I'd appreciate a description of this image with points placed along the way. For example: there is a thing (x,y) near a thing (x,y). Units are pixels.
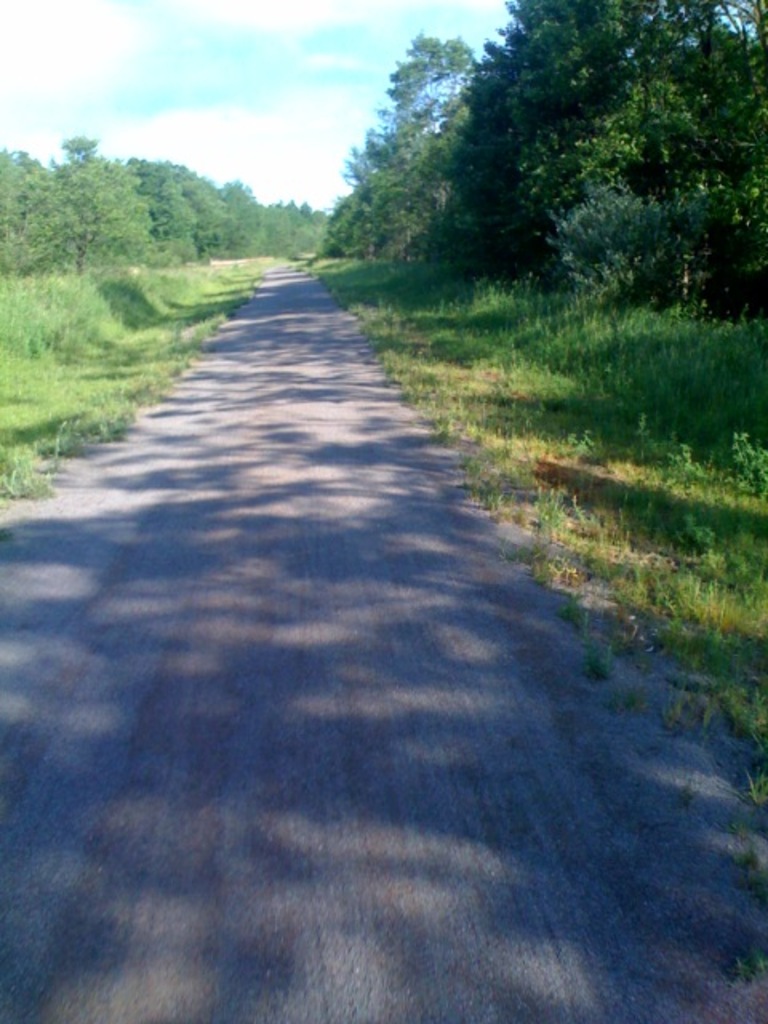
In this image we can see there is a road (342,503). And at the left (206,254) and right side (519,125) there are trees (409,161) and plants (561,523). And at the top (249,91) there is a sky (242,50).
